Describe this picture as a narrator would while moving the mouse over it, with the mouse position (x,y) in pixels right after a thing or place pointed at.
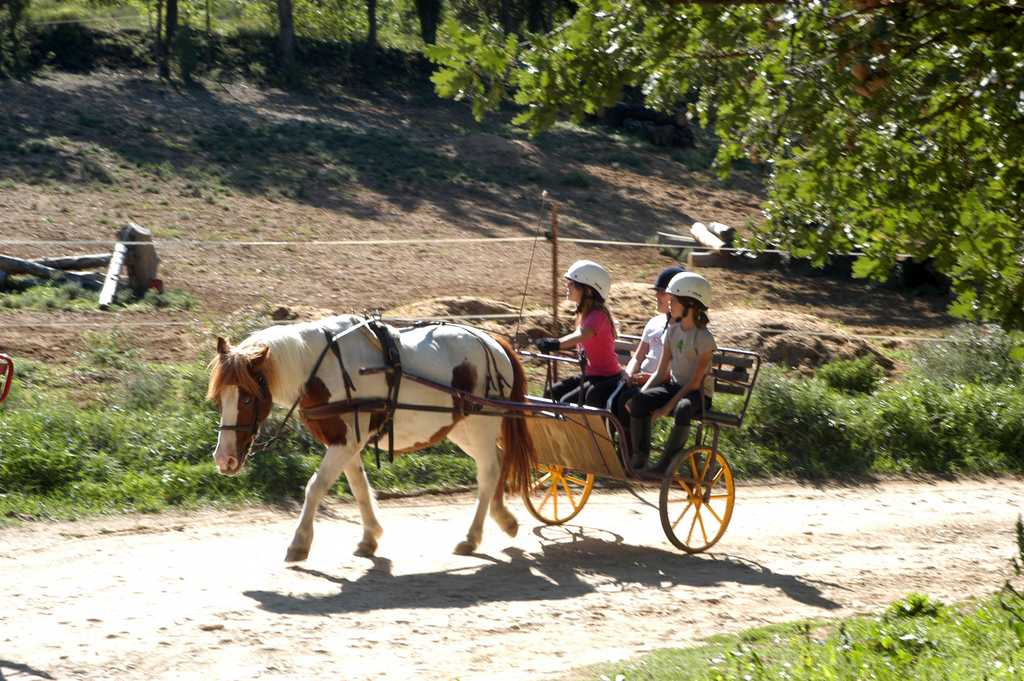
In this picture there are few kids (672,339) wearing helmets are sitting on a horse cart (623,355) and there is a fence (458,316) beside them and there are trees (288,39) in the background (342,31).
